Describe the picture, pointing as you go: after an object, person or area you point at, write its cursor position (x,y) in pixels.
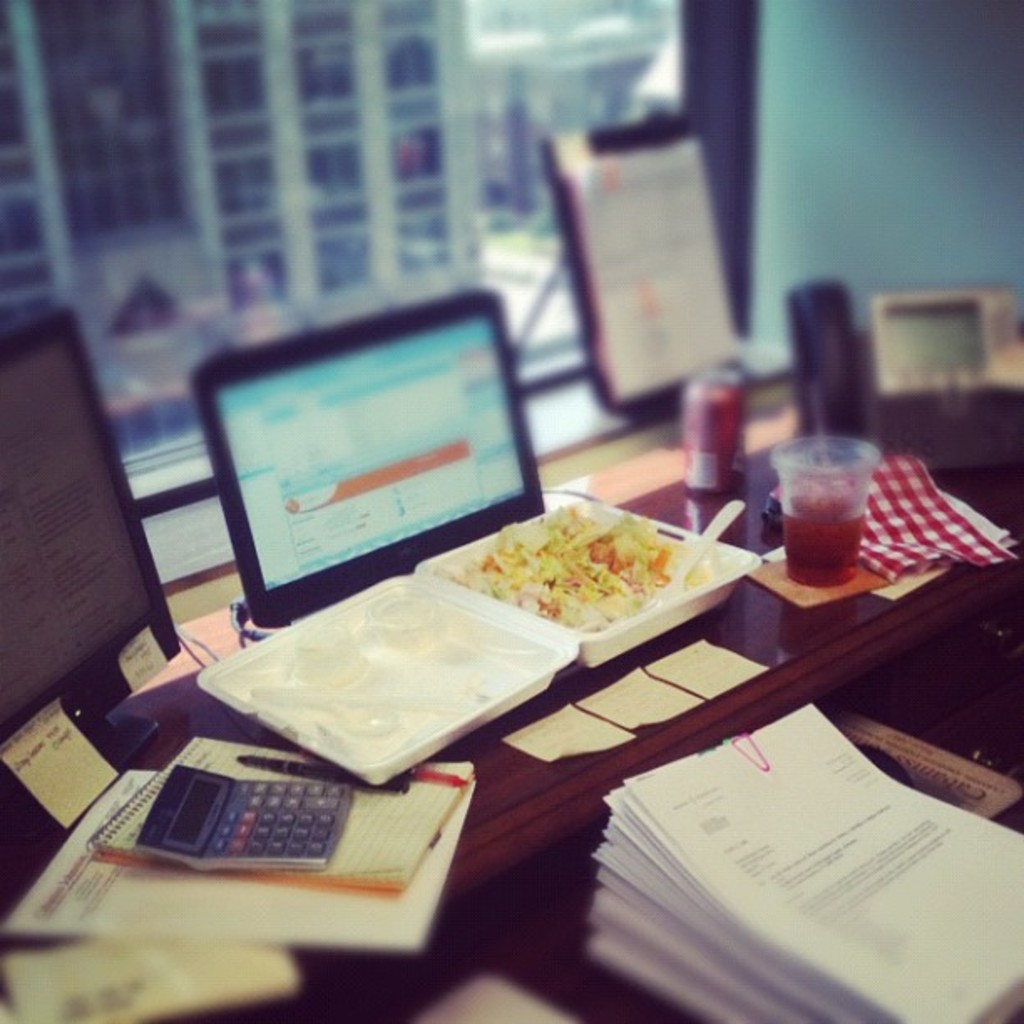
In this picture, we see a brown table (558,844) on which plastic box (650,601) containing food (664,579), glass (813,468) containing liquid (835,513), napkin (901,500), papers (390,926), calculator (161,841), system (76,575) and laptop (303,500) are placed. Behind that, we see a window (320,169) from which we can see the buildings (388,247). Beside that, we see a wall (949,235). This picture might be clicked inside the room (487,643).
